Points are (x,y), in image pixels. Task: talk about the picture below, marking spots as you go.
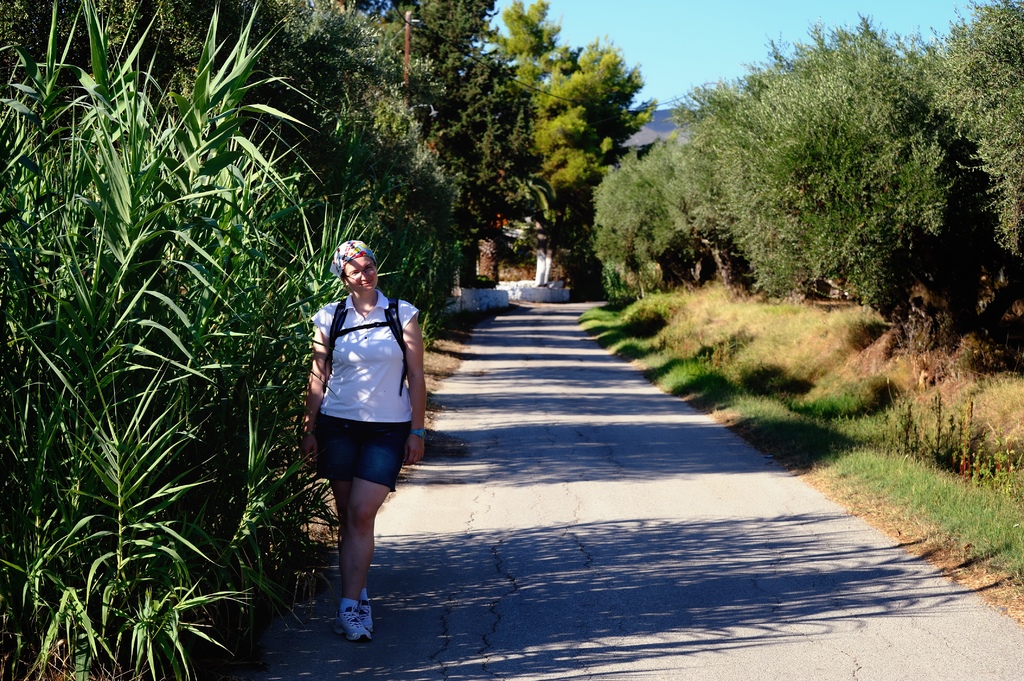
In this picture there is a woman (376,413). She is wearing spectacle (369,267), cap (347,259), t-shirt (384,349), bag (395,308), short (374,441), watch (420,436) and shoe (368,603). She is standing on the road (445,579) beside the plants (245,445). On the background (850,223) we can see many trees (658,209). On the right (838,448) we can see grass (854,390). On the top (771,3) there is a sky (670,42). Here we can see a building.
